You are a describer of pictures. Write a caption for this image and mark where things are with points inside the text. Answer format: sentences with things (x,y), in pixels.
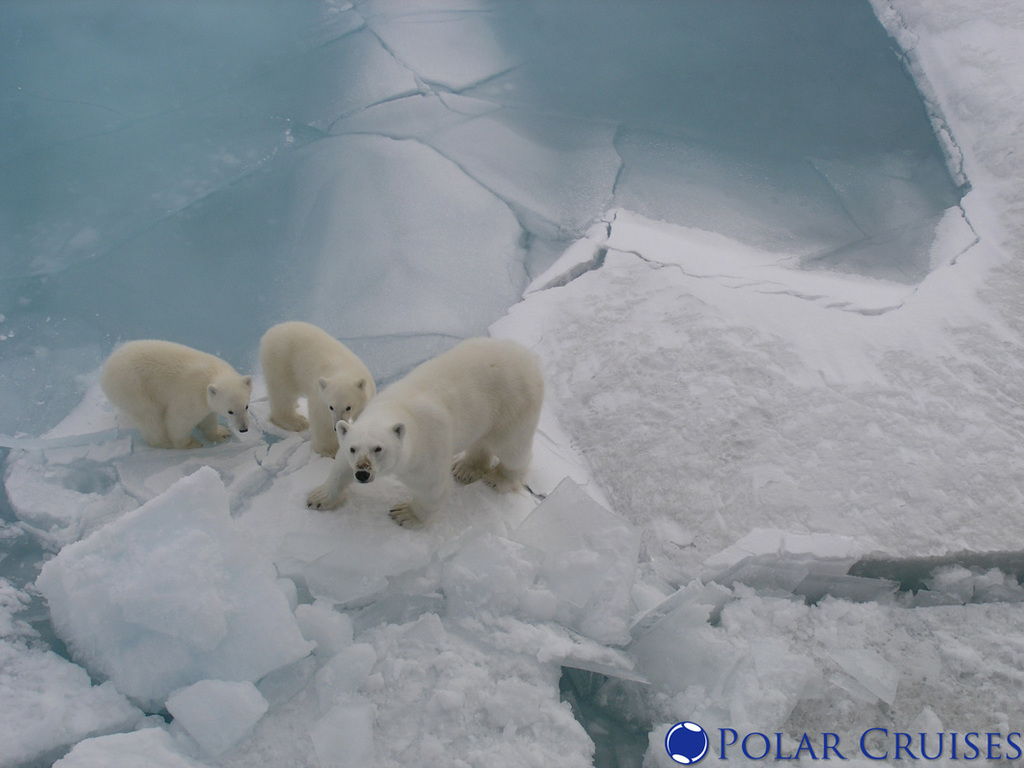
We can see polar bears (181,431) on the snow (711,449) and we can see ice water (691,223).
